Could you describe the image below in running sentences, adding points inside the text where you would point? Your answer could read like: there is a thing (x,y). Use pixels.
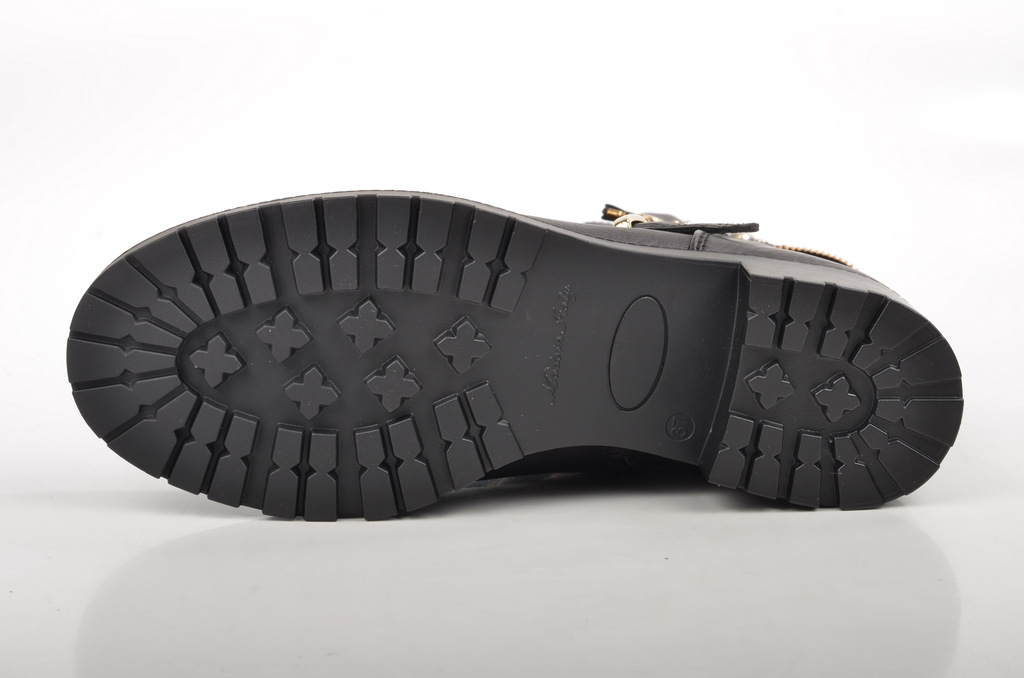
In the foreground of this image (531,353), there is a shoe sole (625,400) on the white surface (308,619).
